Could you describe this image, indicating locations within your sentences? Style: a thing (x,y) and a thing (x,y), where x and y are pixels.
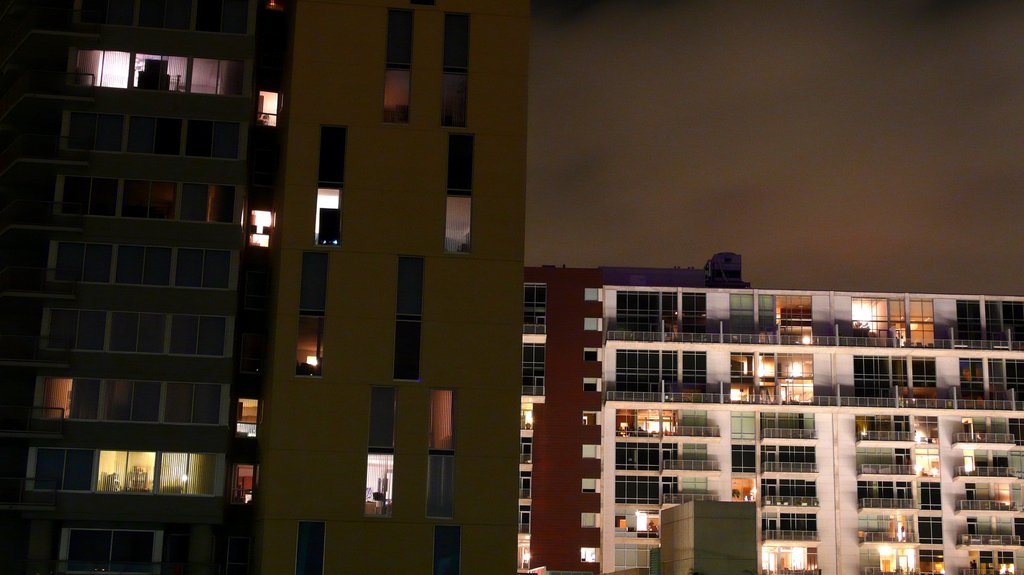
In the center of the image (502,301) there are buildings (407,315) with windows (801,314). At the top of the image (724,108) there is sky (679,149).
